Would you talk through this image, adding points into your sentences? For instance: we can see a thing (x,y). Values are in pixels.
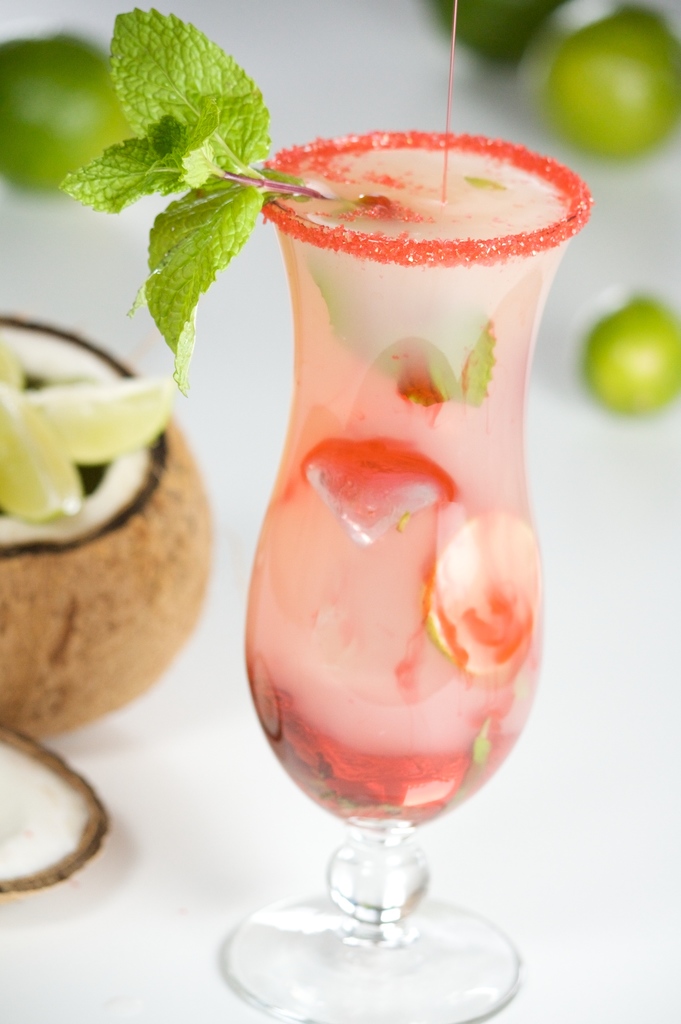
In the center of the image (239,473) we can see a white color object (580,725). On the white color object (476,874), we can see one glass (355,735), lemons (576,134), lemon slices (72,482) and coconut (114,527). In the glass (377,704), we can see mint leaves (230,214) and some liquid (402,622).
